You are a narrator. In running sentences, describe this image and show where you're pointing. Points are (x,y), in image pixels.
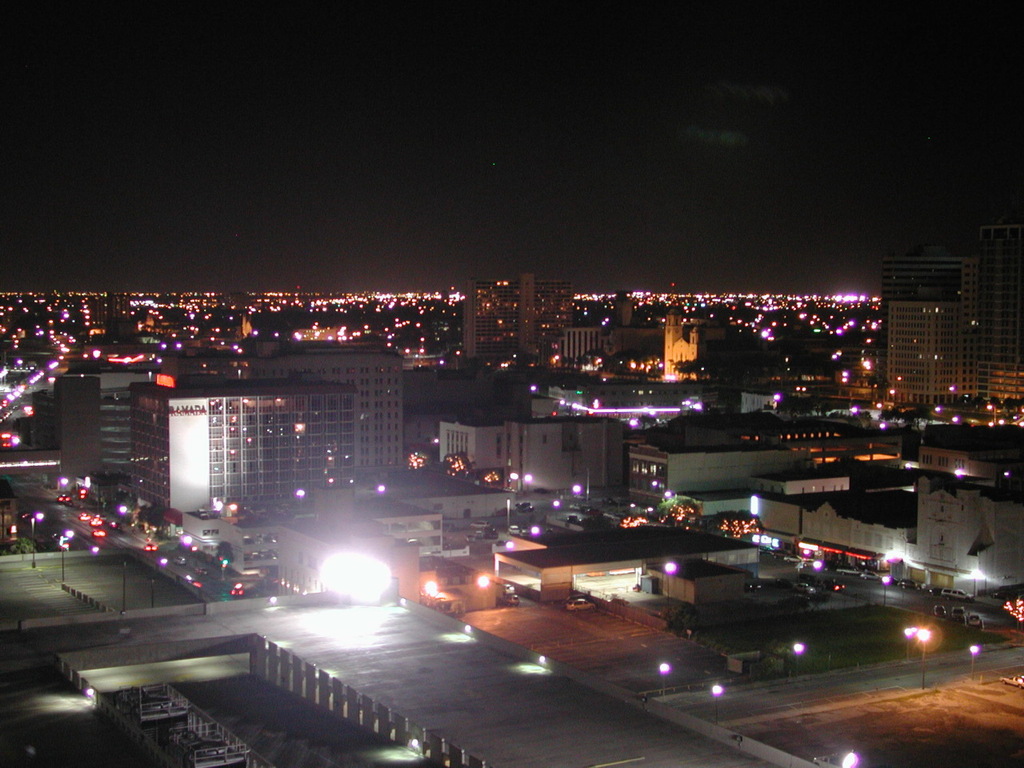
In this picture we can see few buildings (460,510), lights (334,575) and few vehicles (155,544) on the road (188,570), and also we can find few poles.
